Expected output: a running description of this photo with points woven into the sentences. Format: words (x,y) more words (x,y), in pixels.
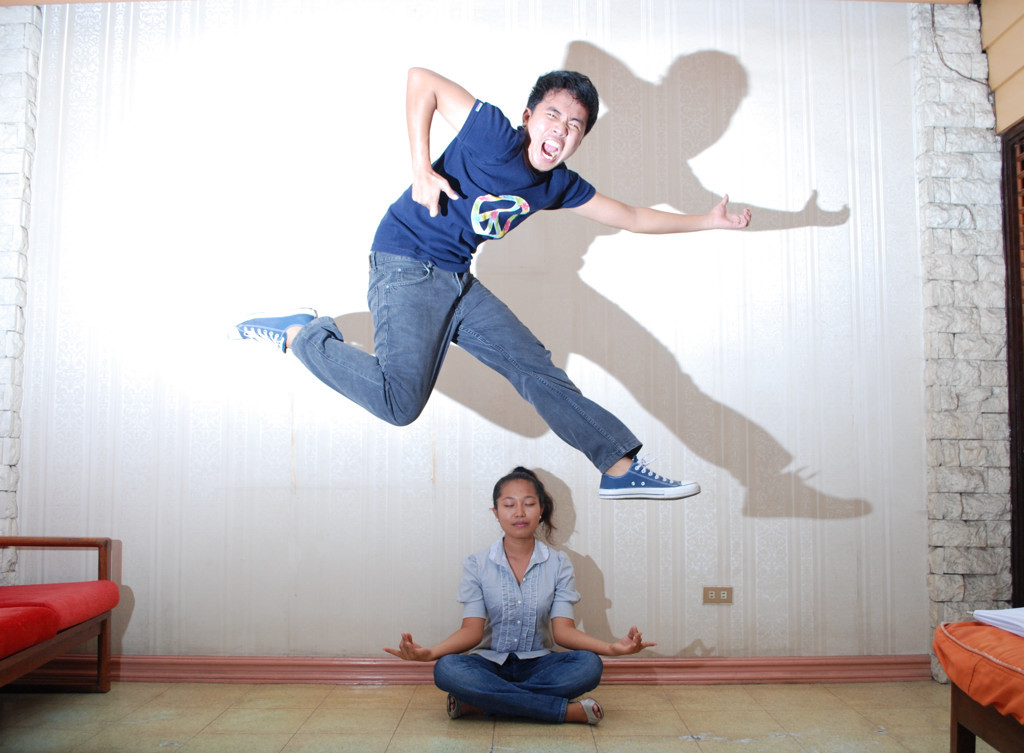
A person (463,633) is sitting on the floor (388,723) and doing yoga. A person (473,235) is jumping. There is a white wall (861,384) at the back (867,409) and there is a sofa (79,546) at the left (78,604).
